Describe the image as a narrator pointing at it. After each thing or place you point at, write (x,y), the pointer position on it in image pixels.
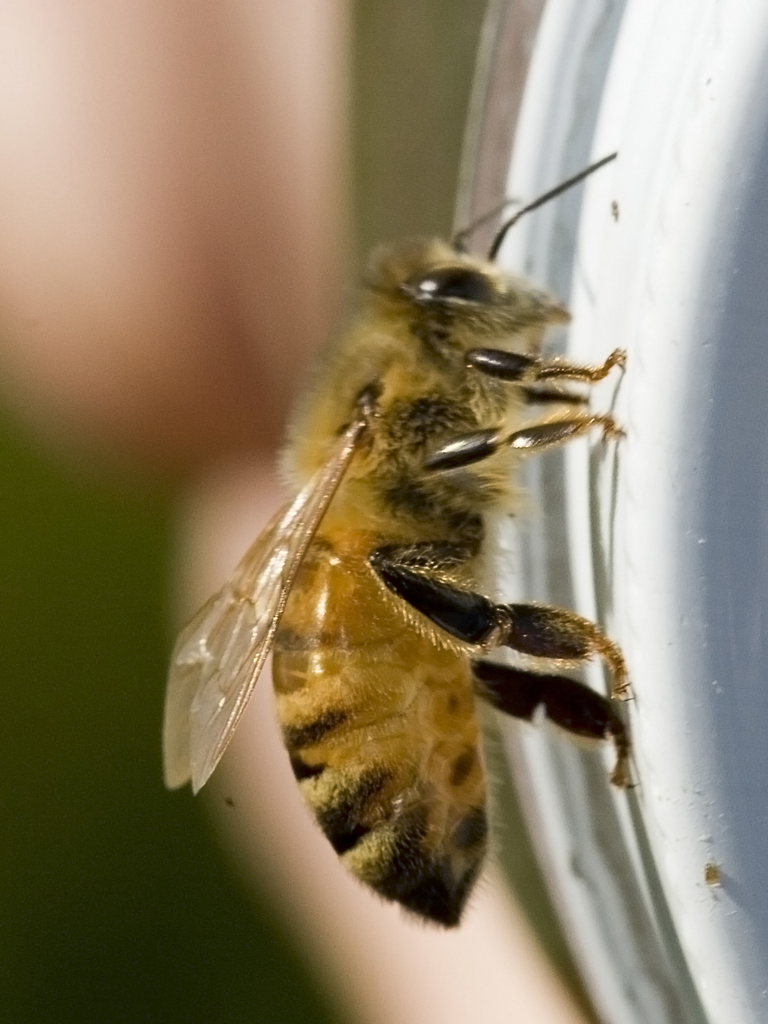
In the image there is some insect (438,440) and the background of the insect (317,553) is blur.
